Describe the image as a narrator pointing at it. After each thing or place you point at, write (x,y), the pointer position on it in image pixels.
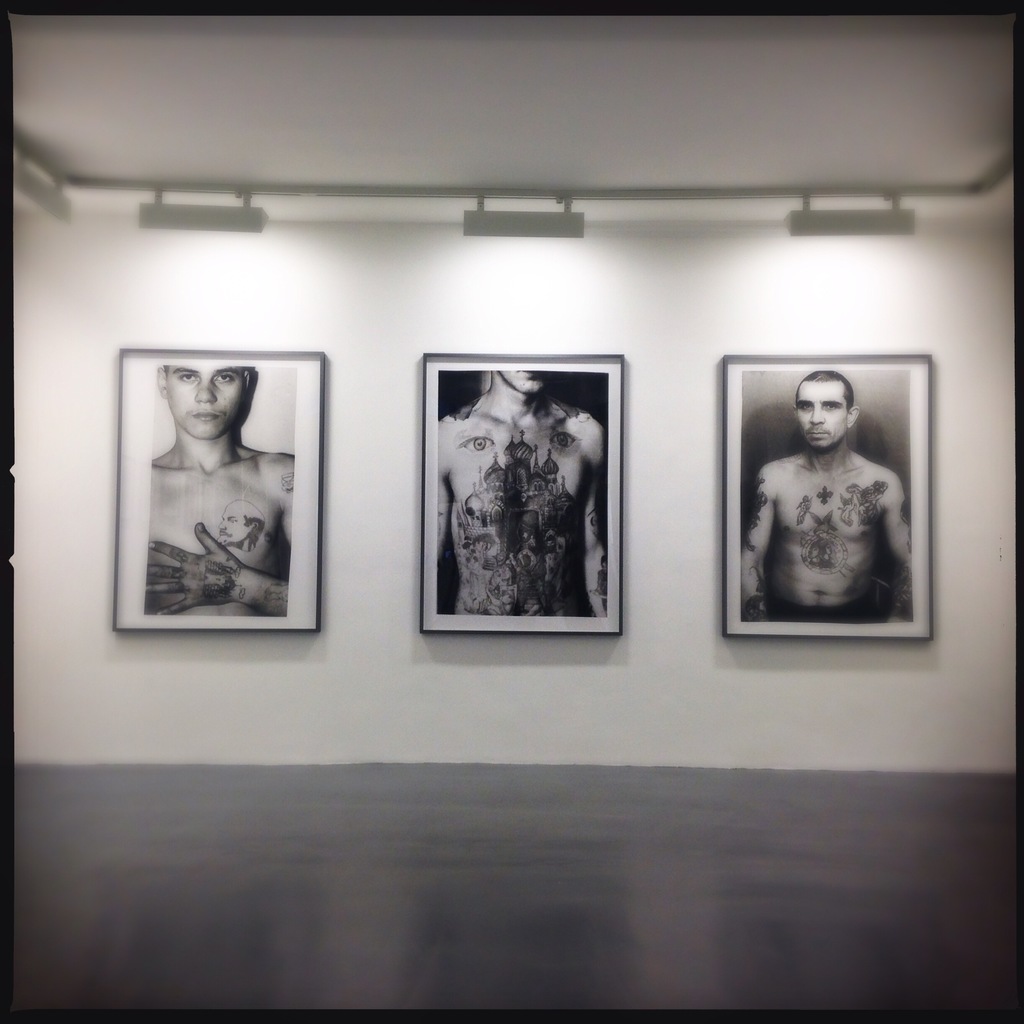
This is a black and white image. In this image we can see some photo frames (178,623) with the pictures (279,430) of person (190,563) on a wall (373,654). We can also see a roof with some lights (258,206).
